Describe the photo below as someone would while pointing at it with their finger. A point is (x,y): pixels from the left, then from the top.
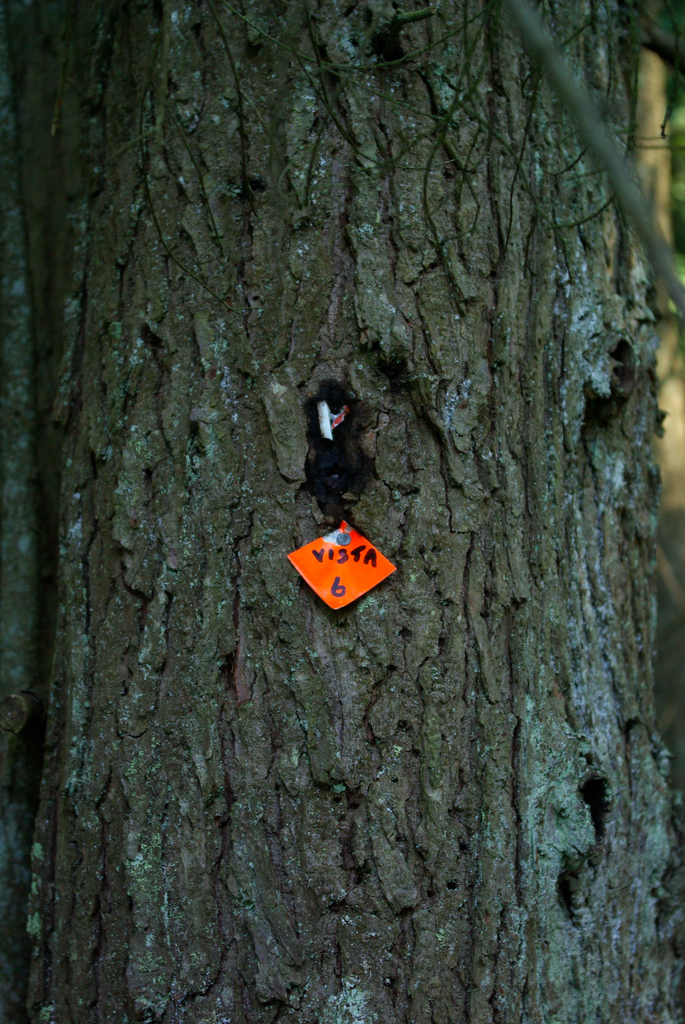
In this picture there is a tree (570,582) and there is a paper (351,570) on the tree (419,588) and there is text (376,557) and number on the paper (391,570). At the back (657,49) the image is blurry.
